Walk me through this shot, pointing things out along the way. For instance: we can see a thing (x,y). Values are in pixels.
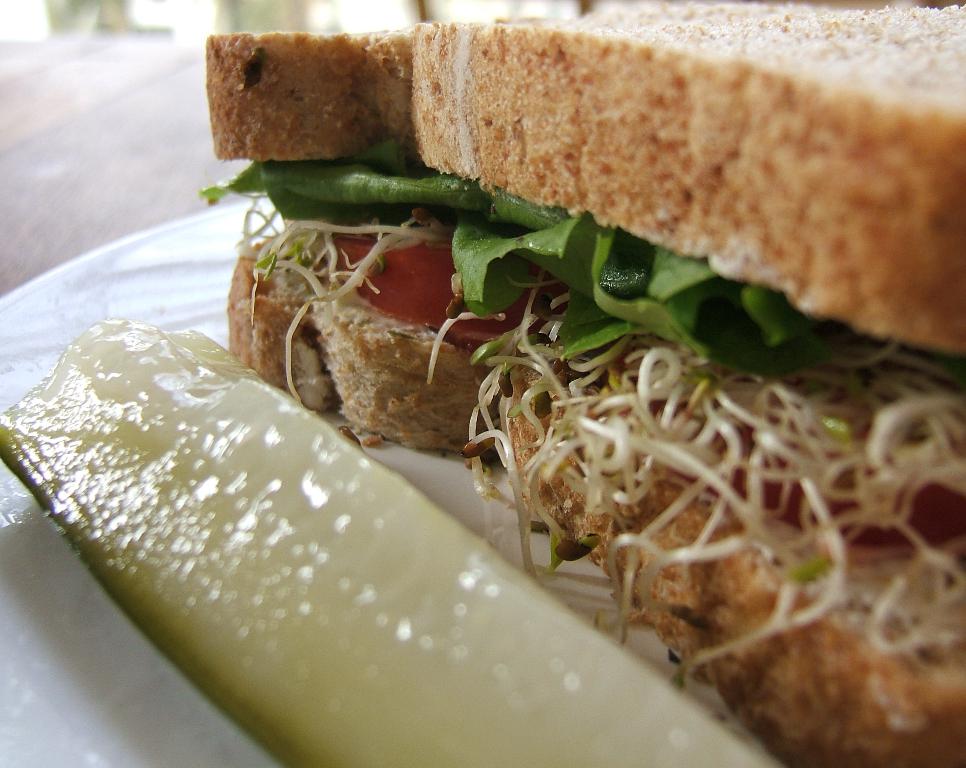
In this image there is a plate (155,293) on the table (120,135). On the plate (420,471) there is bread (563,202) stuffed with some food (680,355) are on it.
